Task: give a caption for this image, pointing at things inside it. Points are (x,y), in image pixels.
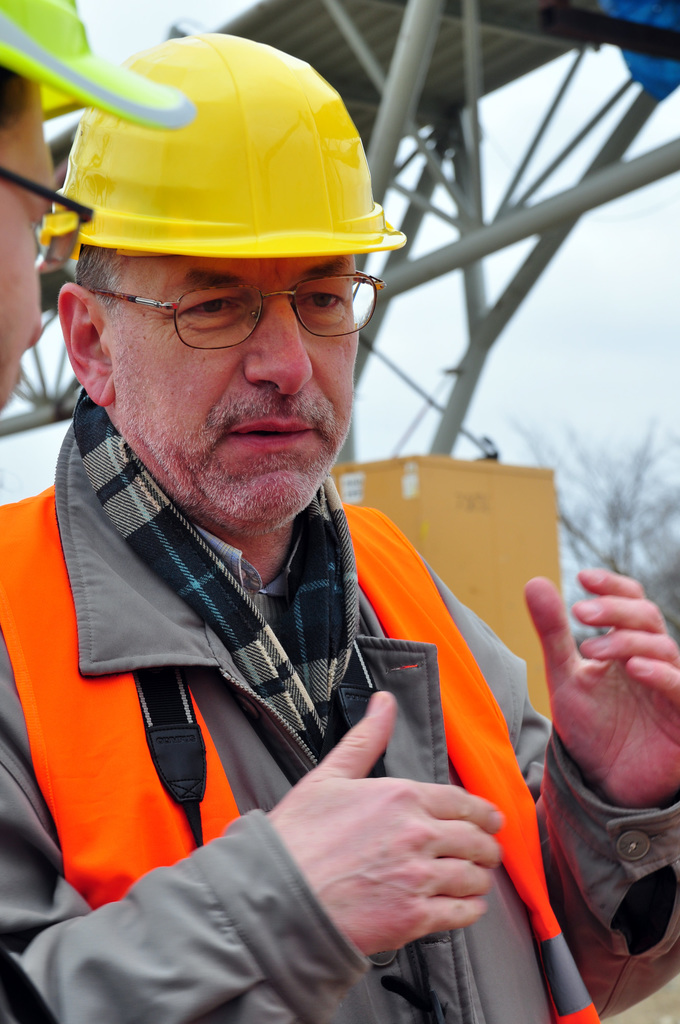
In this image we can see some people (243,572) wearing helmets (153,187) are standing. In the center of the image (427,482) we can see a cardboard box (507,468). In the right side of the image (617,507) we can see a tree (634,503). At the top of the image (403,216) we can see metal poles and the sky (637,379).
